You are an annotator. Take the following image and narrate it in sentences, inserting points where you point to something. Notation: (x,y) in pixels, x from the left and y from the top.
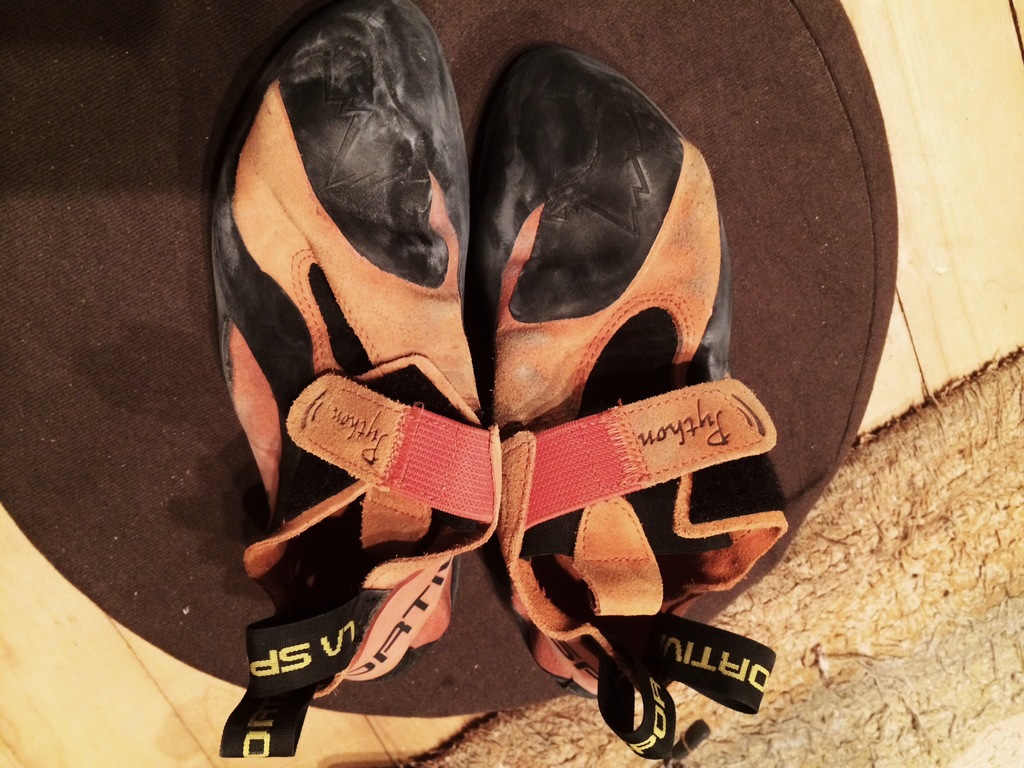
In this image we can see climbing shoes (639,537) placed on the surface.
